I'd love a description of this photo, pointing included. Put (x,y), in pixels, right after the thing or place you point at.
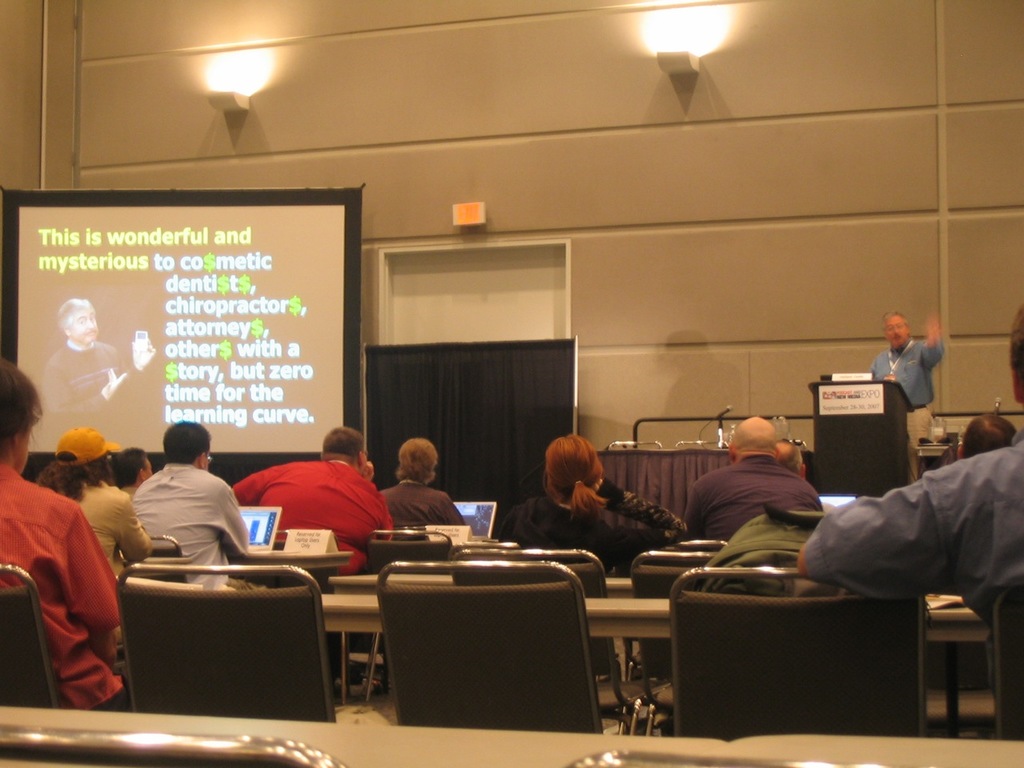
In this image I can see few persons (209,540) are sitting on chairs (244,631) in front of the desks (333,590) and on the desks (358,580) I can see few laptops (264,527). In the background (187,289) I can see the projections screen (248,349), the black colored curtain (462,375), the door (482,322), the exit board (466,209), the wall (603,138), few lights (714,41) to the wall (403,100), a person (878,379) standing in front of the podium (844,418) and a microphone (723,425).
